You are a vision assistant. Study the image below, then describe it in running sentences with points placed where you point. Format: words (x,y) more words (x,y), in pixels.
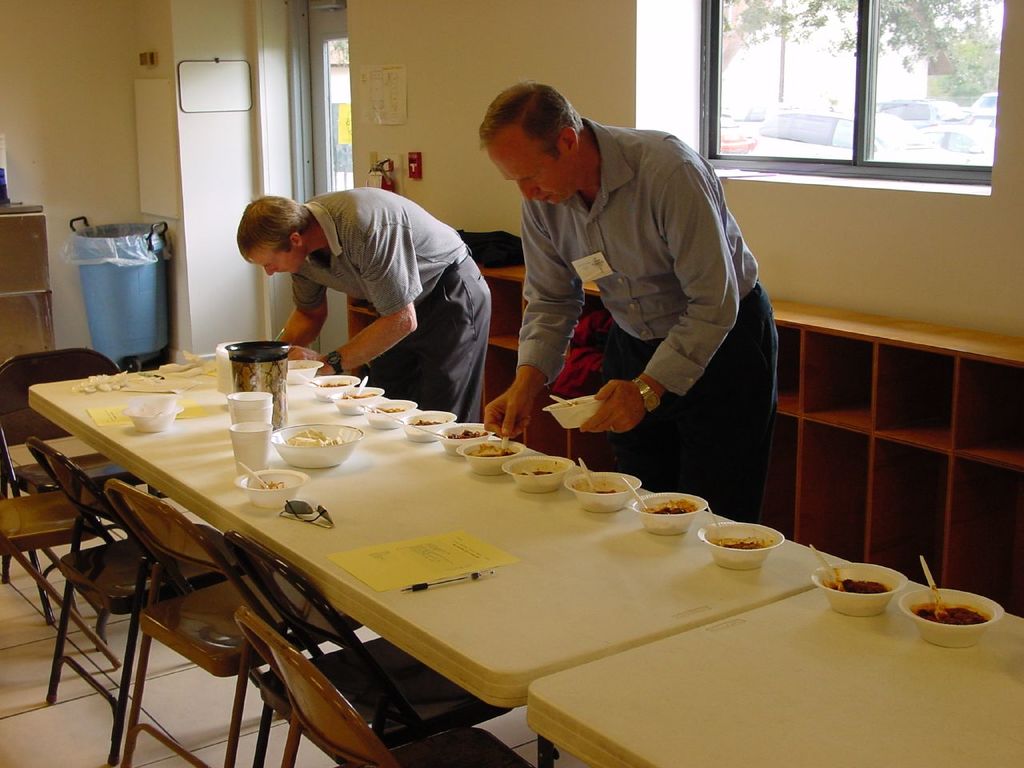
In this image there are 2 persons (479,308) standing and tasting the food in the bowls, and on table (595,700) there are paper (401,569), pen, spectacles (326,518), glasses (252,463), bowls (364,405), spoons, bucket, there are chairs (98,485), dustbin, cupboard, door (326,103), window (728,90), tree (774,28), racks (884,351), fire extinguisher (374,187).
